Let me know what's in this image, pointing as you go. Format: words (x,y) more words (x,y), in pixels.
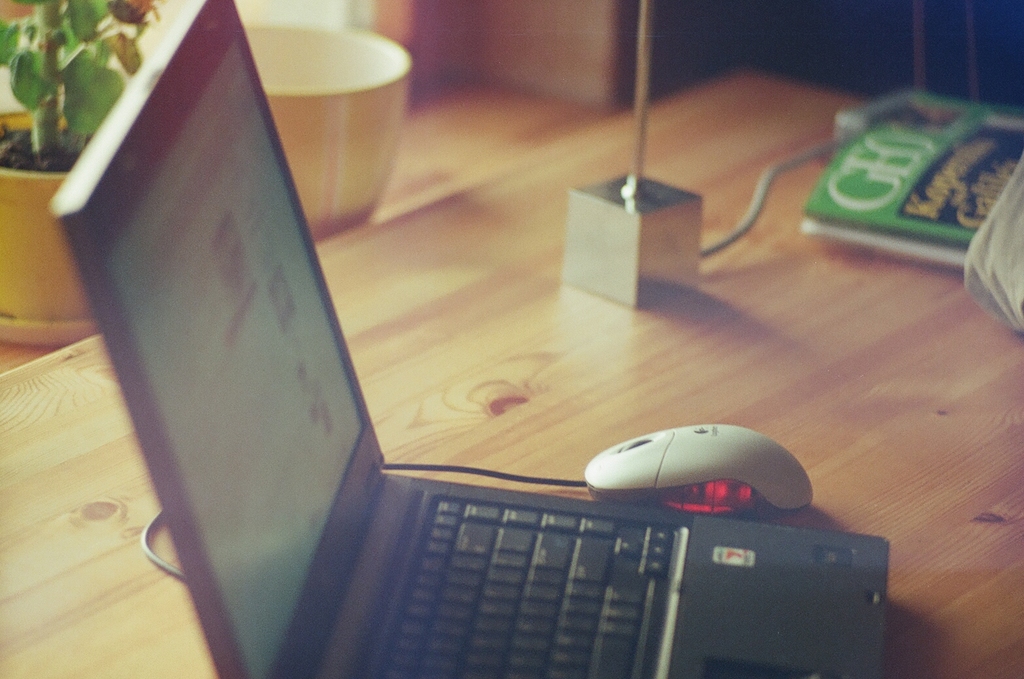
In this image I can see a laptop (424,554), mouse (657,470) and some books (849,182) on the table (791,242). The book (937,193) has green color paper (861,177). To the side of the table (876,317) there is a flower pot (94,118) and a bowl (341,139).
